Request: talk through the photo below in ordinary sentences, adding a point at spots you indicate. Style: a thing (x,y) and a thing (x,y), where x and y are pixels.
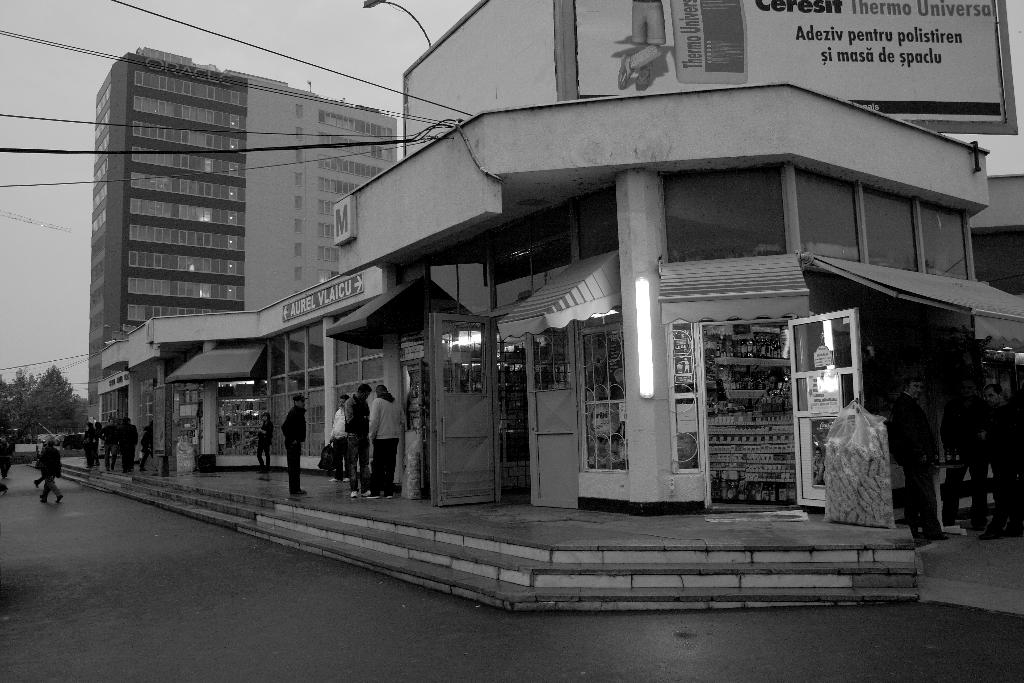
In this image I can see Number of buildings (457,131) and number of people (56,481) here. I can see street light (366,1) and a door (808,383) of a shop (757,405).
